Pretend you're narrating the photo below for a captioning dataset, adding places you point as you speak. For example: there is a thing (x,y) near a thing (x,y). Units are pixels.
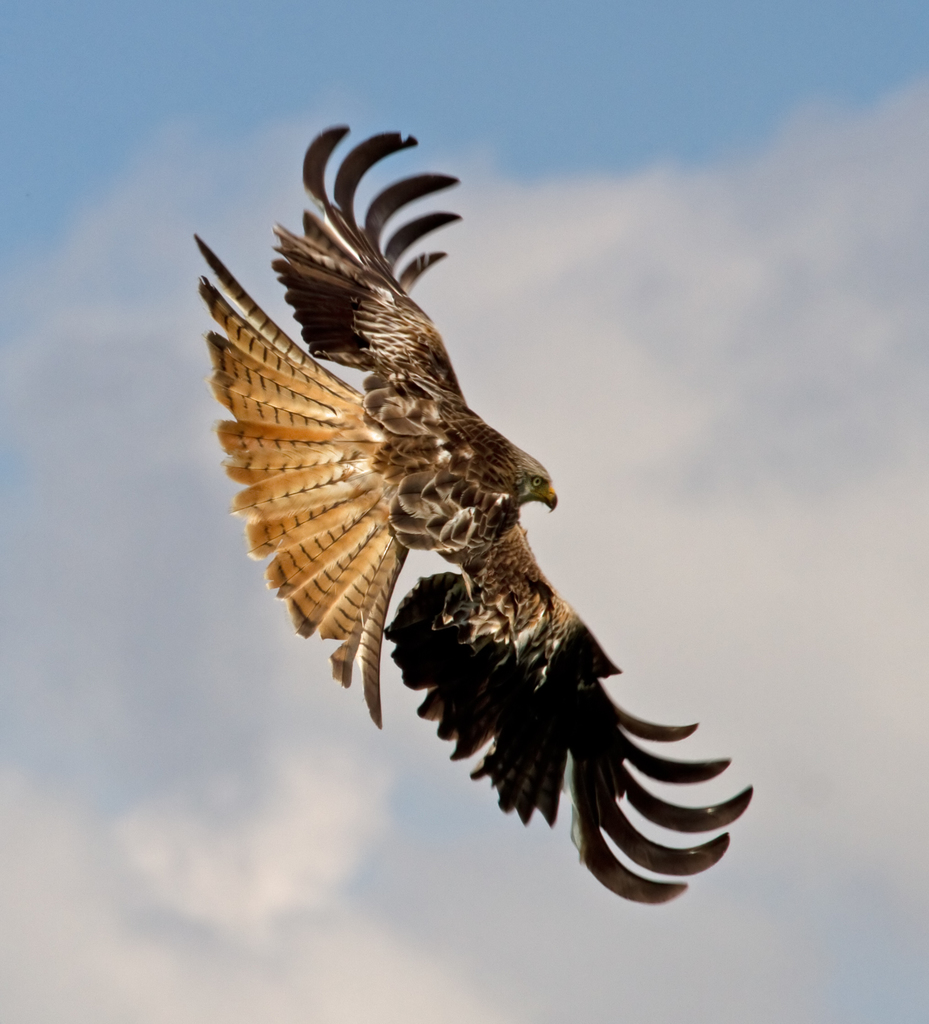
In the center of the image (429,618) a bird (429,480) is flying in the sky (416,740). In the background of the image (441,740) clouds (354,689) are present in the sky (306,708).
